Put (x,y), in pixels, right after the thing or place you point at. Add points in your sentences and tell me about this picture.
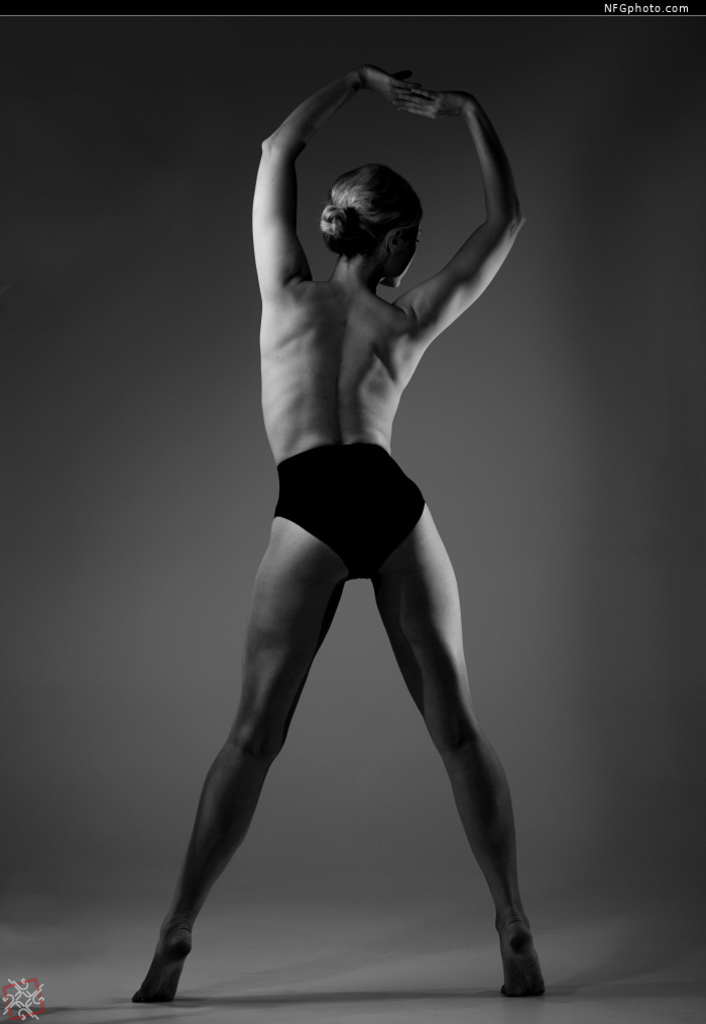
It is the black and white image of a girl (287,375) who is standing on the floor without the top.
